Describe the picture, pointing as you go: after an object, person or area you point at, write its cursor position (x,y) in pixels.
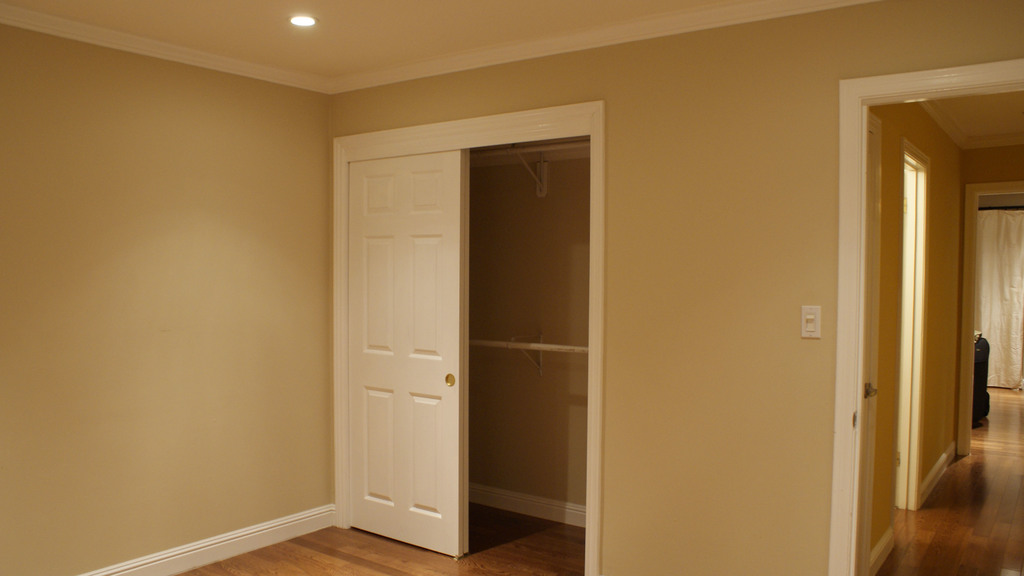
This image is clicked inside the house (168,241). In the front (457,370), we can see a door (410,391) in white color. And the wall (415,112) is in cream color. At the top (360,51), there is a roof (324,69) along with a light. On the right (1003,507), there is a corridor (963,475).
